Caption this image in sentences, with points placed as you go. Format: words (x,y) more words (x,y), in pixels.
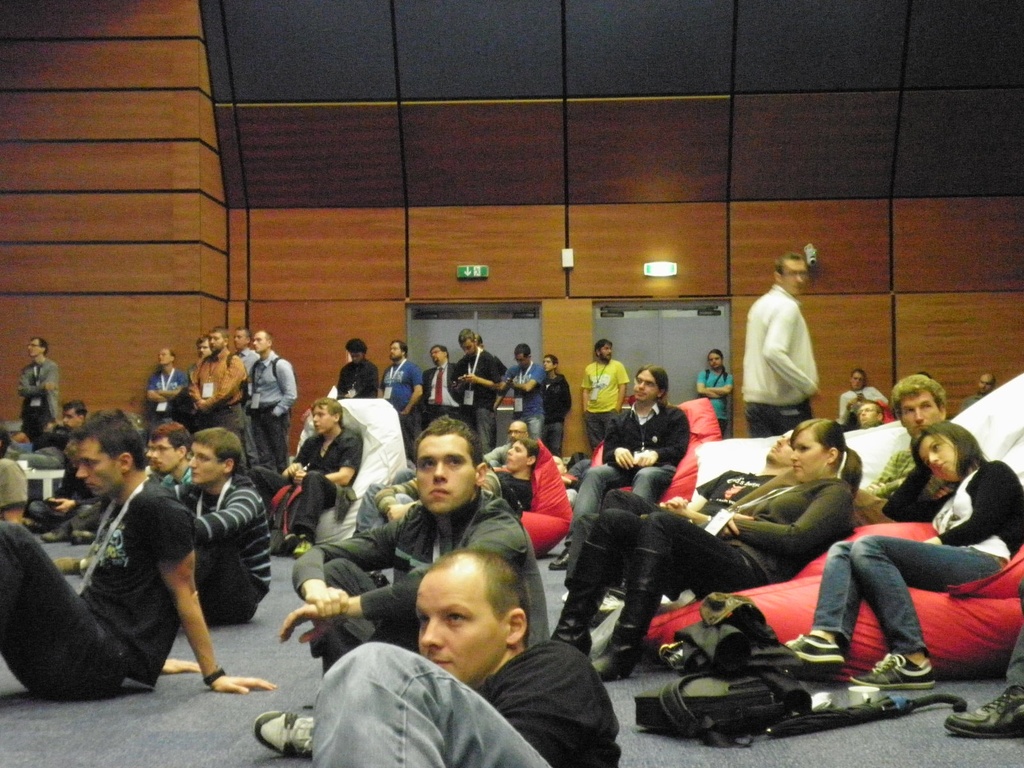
In this image, we can see a group of people (462,605). Few people (386,589) are sitting. Here we can see few people (494,398) are standing. Background (224,294) we can see wall (566,350), doors (513,348) and sign boards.
